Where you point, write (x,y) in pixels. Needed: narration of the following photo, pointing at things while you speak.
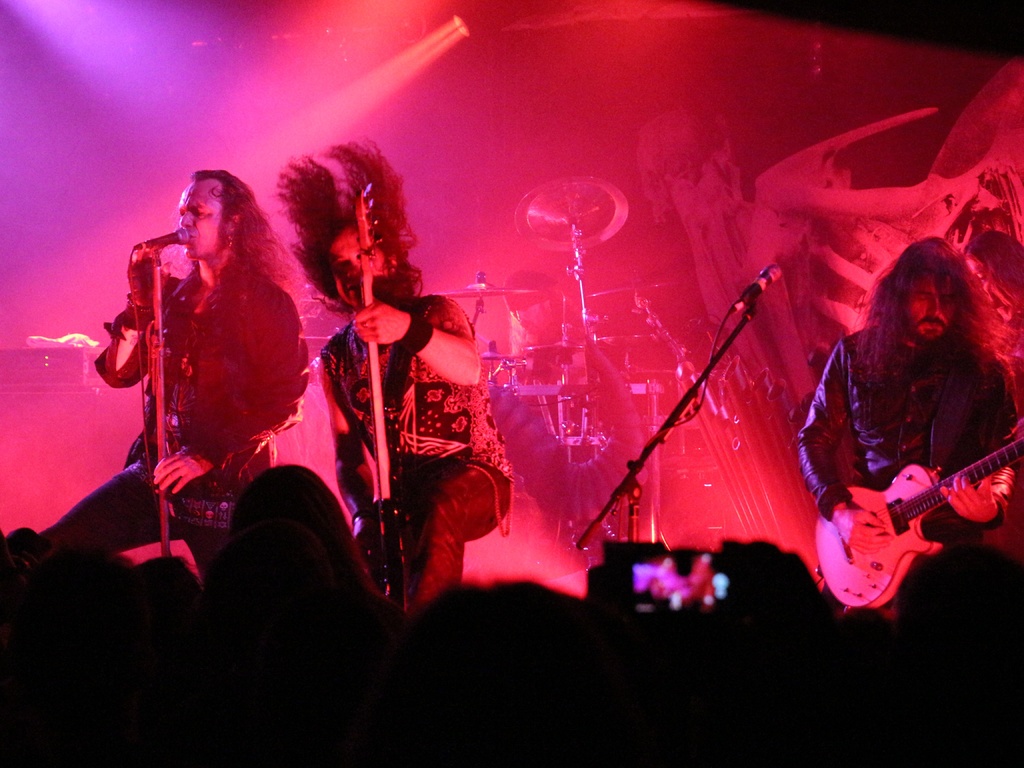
In the picture we can find three people (416,389). One man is singing a song in microphone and another man (332,400) is holding a guitar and playing it. Third person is also holding a guitar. In the background (987,159) we can find a red shade (678,294), lights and focus lights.
